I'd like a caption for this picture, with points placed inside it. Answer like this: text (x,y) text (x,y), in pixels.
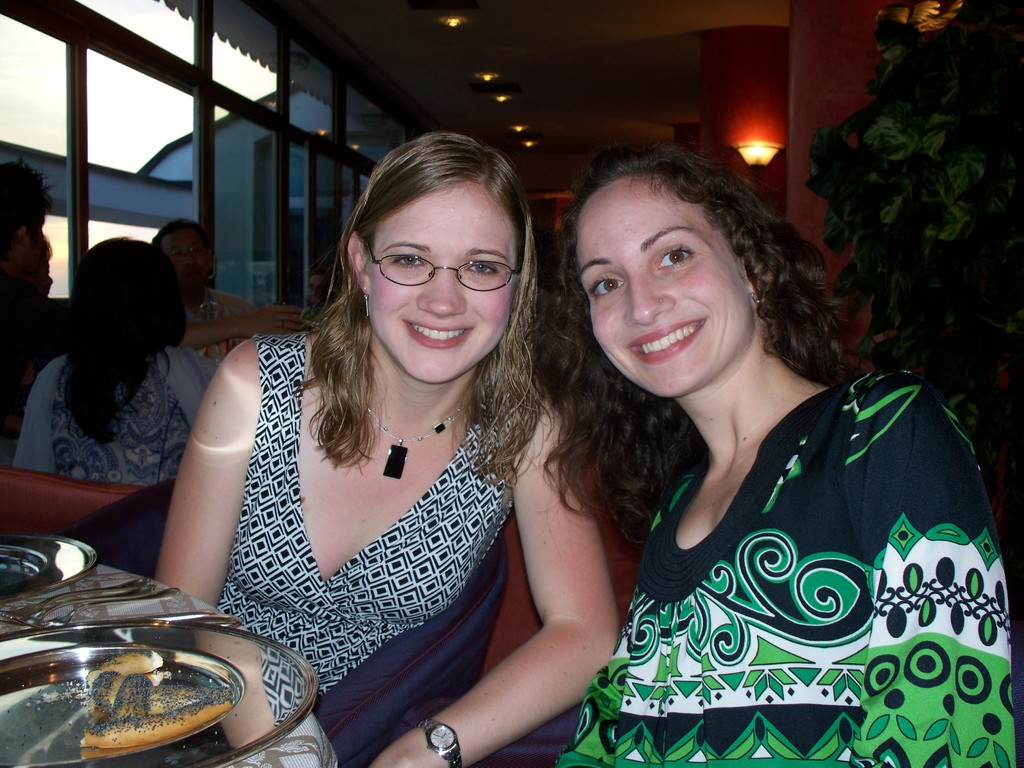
In the image there are two women (379,509) sitting in front of table (127,613) with plates (89,629) and spoons (44,620) on it, both of them are smiling and behind them there are few persons (179,333) sitting on chairs (17,479), there is a glass wall (95,178) on the left side (202,157) and plant (853,214) on the right side (888,242), there are lights (494,76) over the ceiling (471,66).
